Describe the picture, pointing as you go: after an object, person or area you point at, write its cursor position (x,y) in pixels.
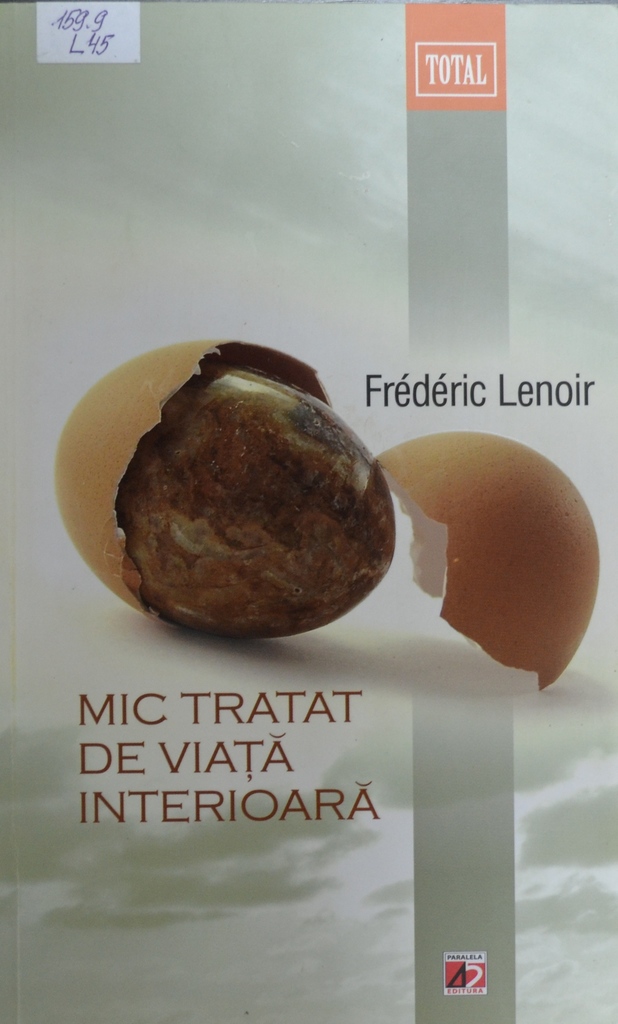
In this image, we can see a broken egg (121,423) and some text (480,68).
